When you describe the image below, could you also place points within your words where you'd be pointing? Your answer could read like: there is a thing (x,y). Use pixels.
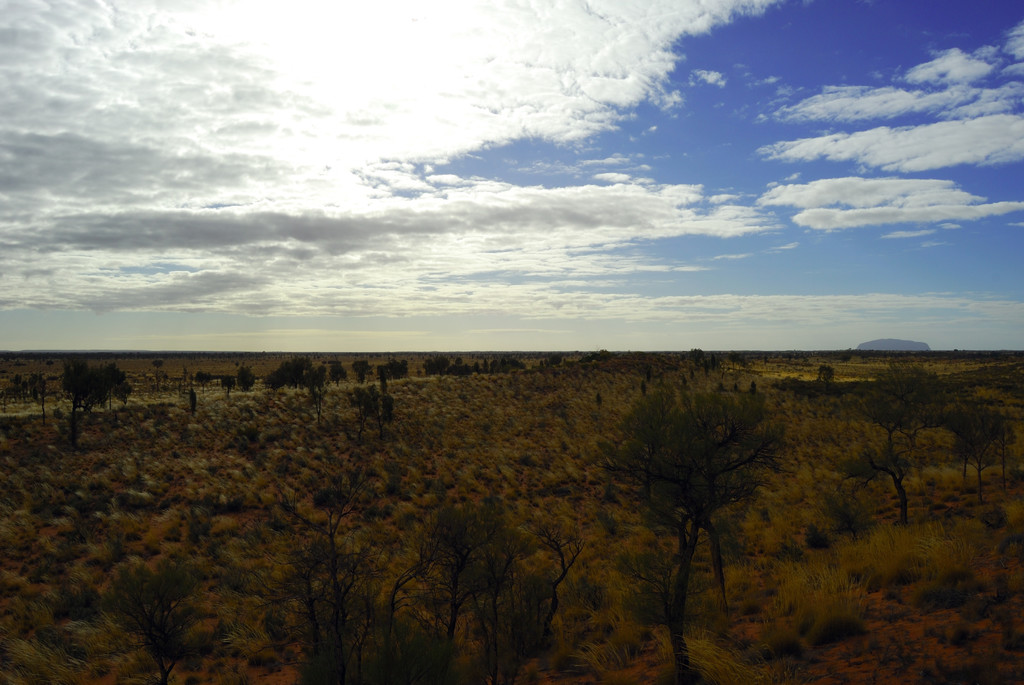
This image is taken outdoors. At the top of the image (283,113) there is the sky (702,129) with clouds (785,249). At the bottom of the image (812,535) there is a ground (844,649) with grass (94,646) on it and there are many trees (88,404) and plants (744,442) with leaves (731,449), stems (75,401) and branches (164,574).
